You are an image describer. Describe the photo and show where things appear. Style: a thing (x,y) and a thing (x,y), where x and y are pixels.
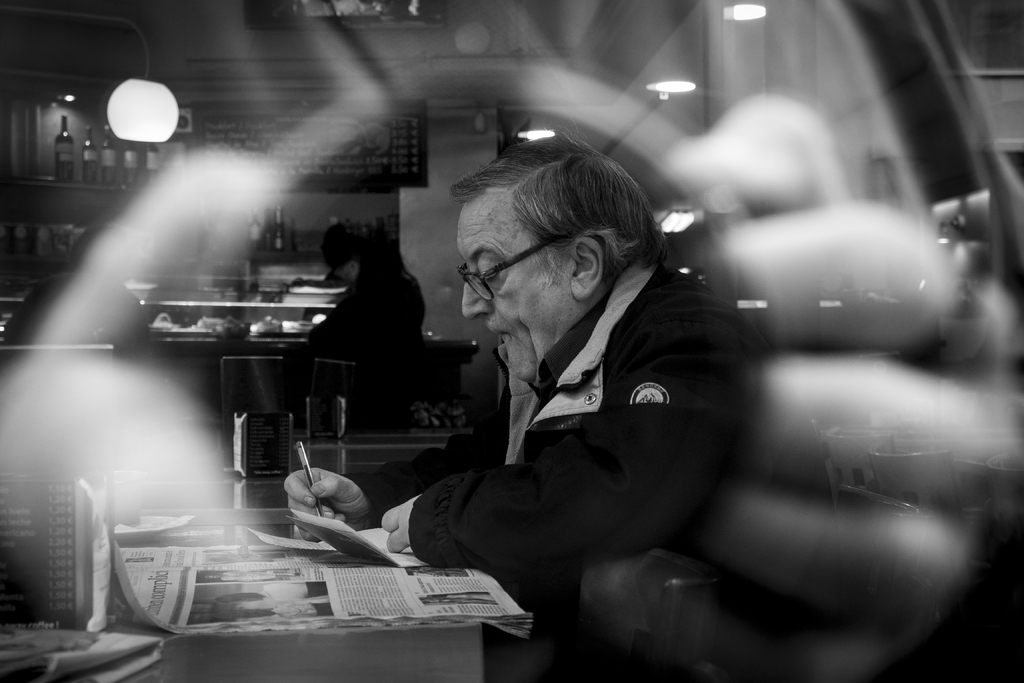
This man (663,446) is focused on this picture. He wore spectacles (529,252) and black jacket (565,517). This man (422,521) hold pen (312,480) and he is writing on a book (376,547). In-front of this man (512,510) there is a newspaper (352,611) on a table (384,656). Far the woman (390,327) is standing in-front of the table (262,343). In a rack (140,155) there 4 bottle (105,170). There is a black board (289,155) and something is written on it.
